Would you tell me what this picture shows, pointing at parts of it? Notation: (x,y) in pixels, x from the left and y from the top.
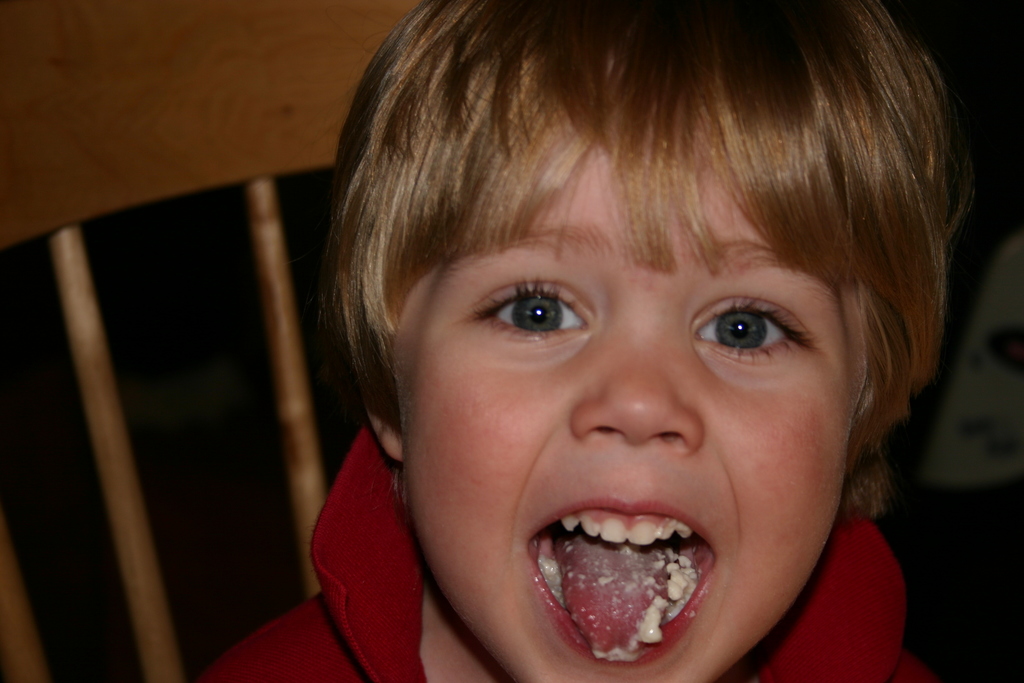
In this image there is a boy (575,468) in the middle (572,365) who opened his mouth (620,604). Behind him it looks like a chair (107,129). In his mouth (628,596) there is some food (672,587).
